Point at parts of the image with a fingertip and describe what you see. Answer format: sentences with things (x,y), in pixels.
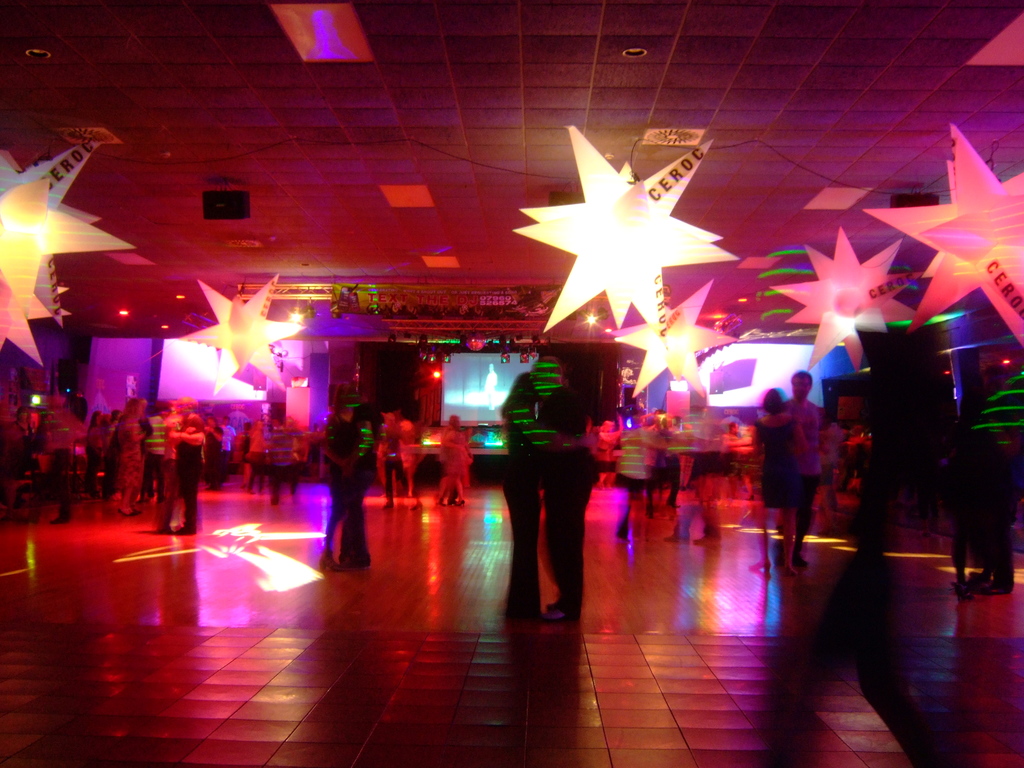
In this image, we can see persons (652,437) standing and wearing clothes (256,461). There are decors (672,257) hanging from the ceiling (491,157) which is at the top of the image (555,128). There is a screen (480,380) in the middle of the image (490,395).
